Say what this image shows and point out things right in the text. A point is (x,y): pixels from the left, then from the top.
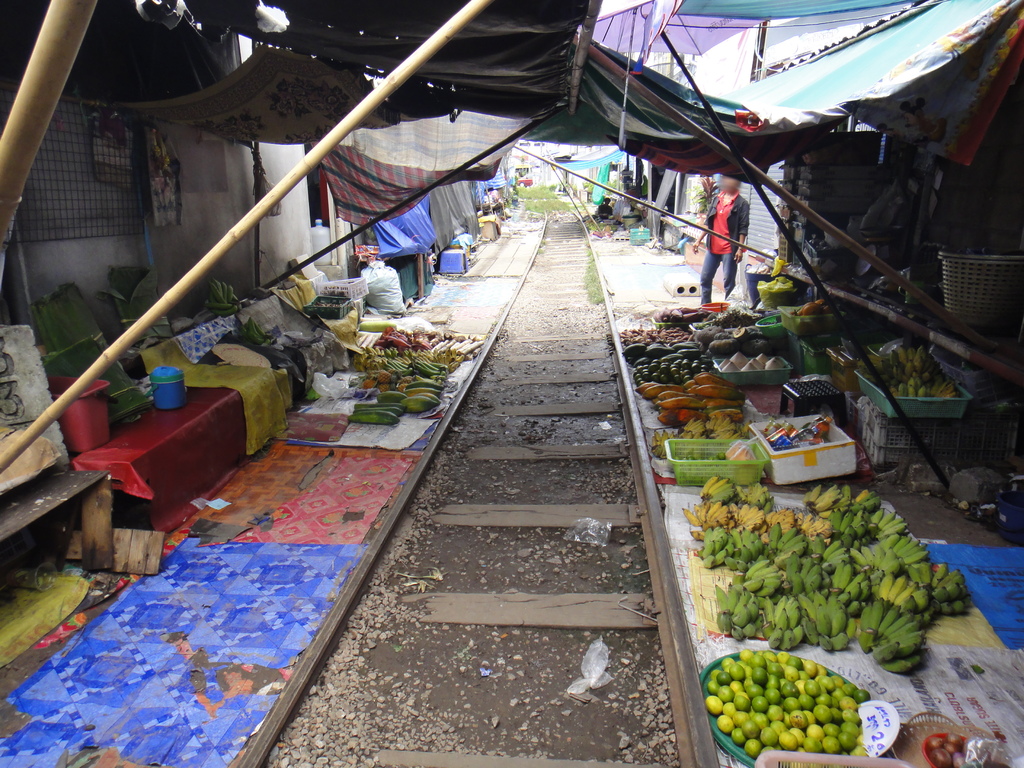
In the center of the image (514,451) there is a train track (541,464), on the either side of the track (561,381) there are fruits (409,372) and vegetables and there is a person (711,225) standing, at the top of the image (366,110) there are tents (430,90) supported with wooden sticks (20,174).
